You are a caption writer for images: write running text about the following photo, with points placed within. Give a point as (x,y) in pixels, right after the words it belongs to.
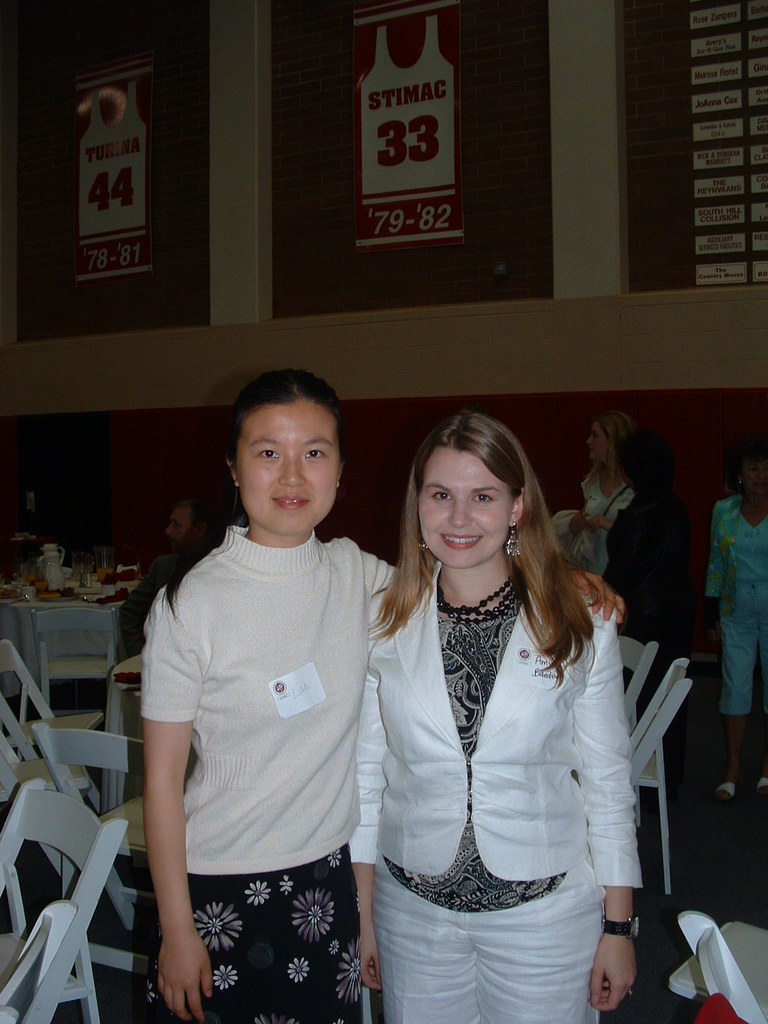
In this picture there are two girls (437,482) in the center of the image (498,482) and there are tables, chairs (10,740), and other people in the background area of the image (765,542) and there are posters (114,70) at the top side of the image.
